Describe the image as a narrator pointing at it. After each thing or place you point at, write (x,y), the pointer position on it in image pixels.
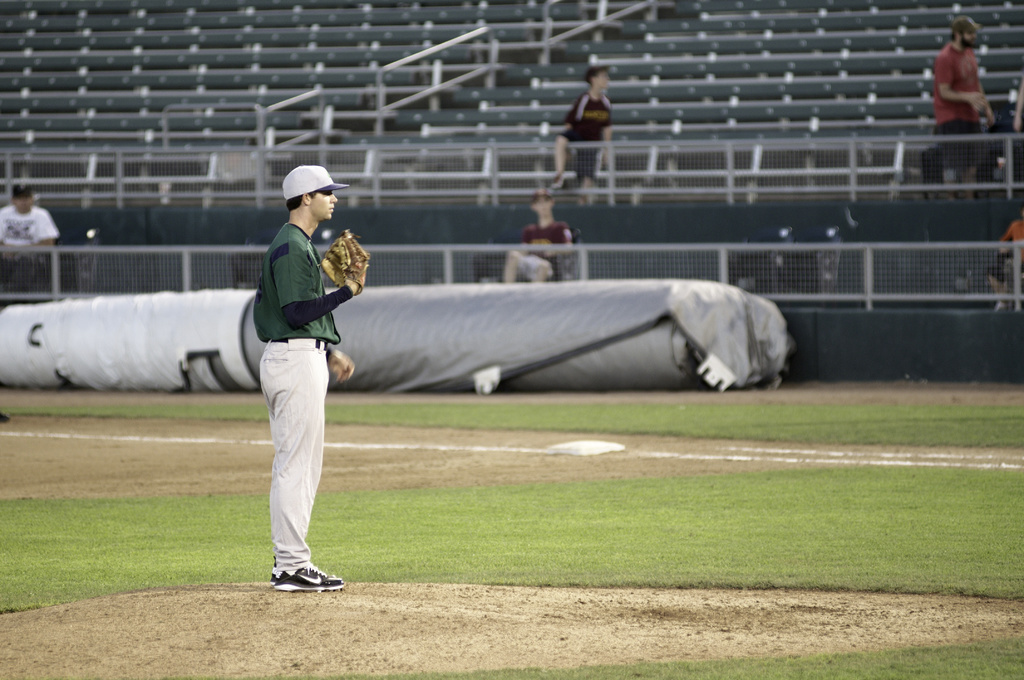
In the picture I can see people (334,340), among them some are standing and some are sitting on chairs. In the background (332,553) I can see chairs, fence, grass (562,421) and some other things (428,346).
